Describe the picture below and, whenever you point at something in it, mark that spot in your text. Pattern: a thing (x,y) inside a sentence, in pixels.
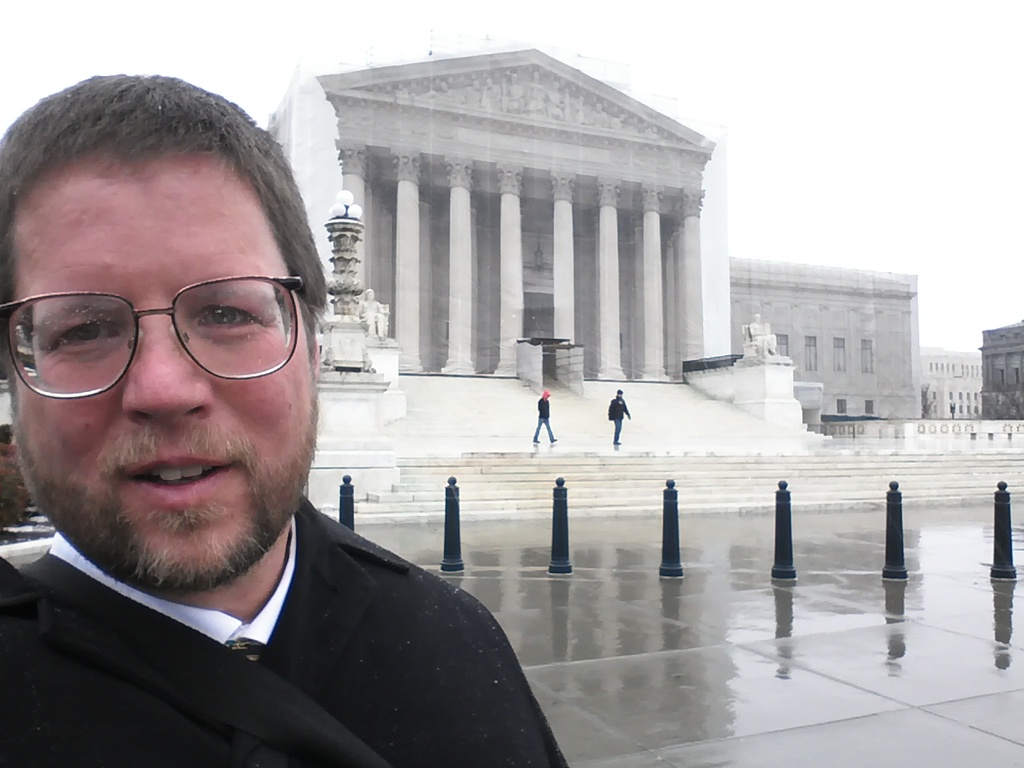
In this image we can see a person (309,536) standing on the road (689,688), barrier poles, persons (624,405) standing on the staircase (550,458), street lights (348,204), statues (375,307), buildings (911,302) and sky (316,13).
